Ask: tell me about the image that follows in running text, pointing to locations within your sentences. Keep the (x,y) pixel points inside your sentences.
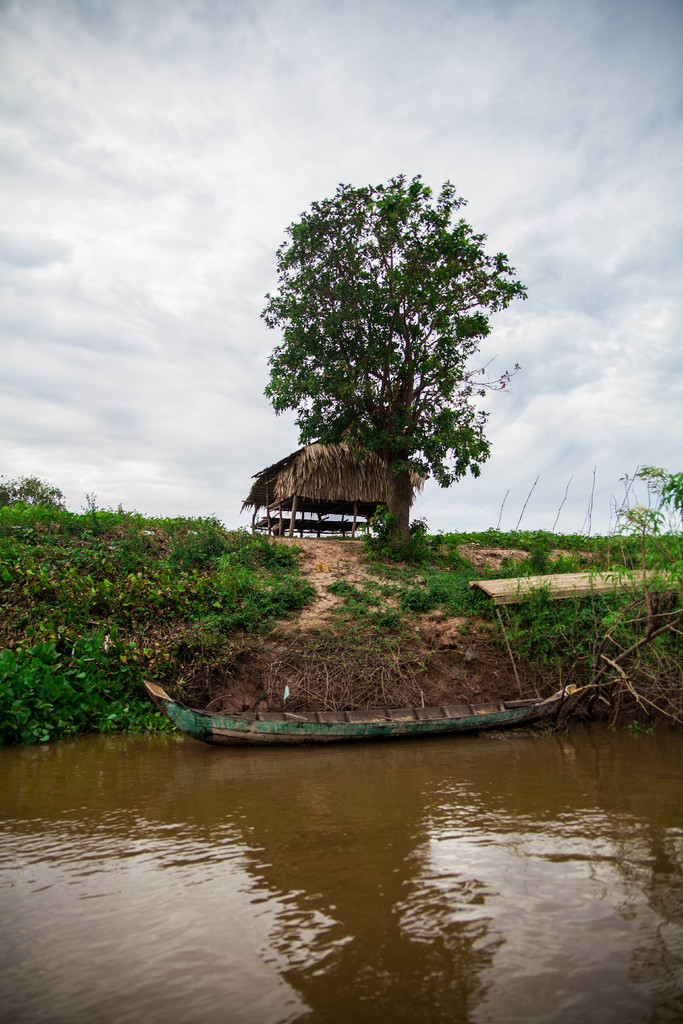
This picture is clicked outside the city. In the foreground (405,760) there is a boat (181,716) in the water body (315,879). In the center (371,476) we can see the tree (409,336), hut (333,483) and some plants (562,568). In the background (340,128) there is a sky (249,237).
